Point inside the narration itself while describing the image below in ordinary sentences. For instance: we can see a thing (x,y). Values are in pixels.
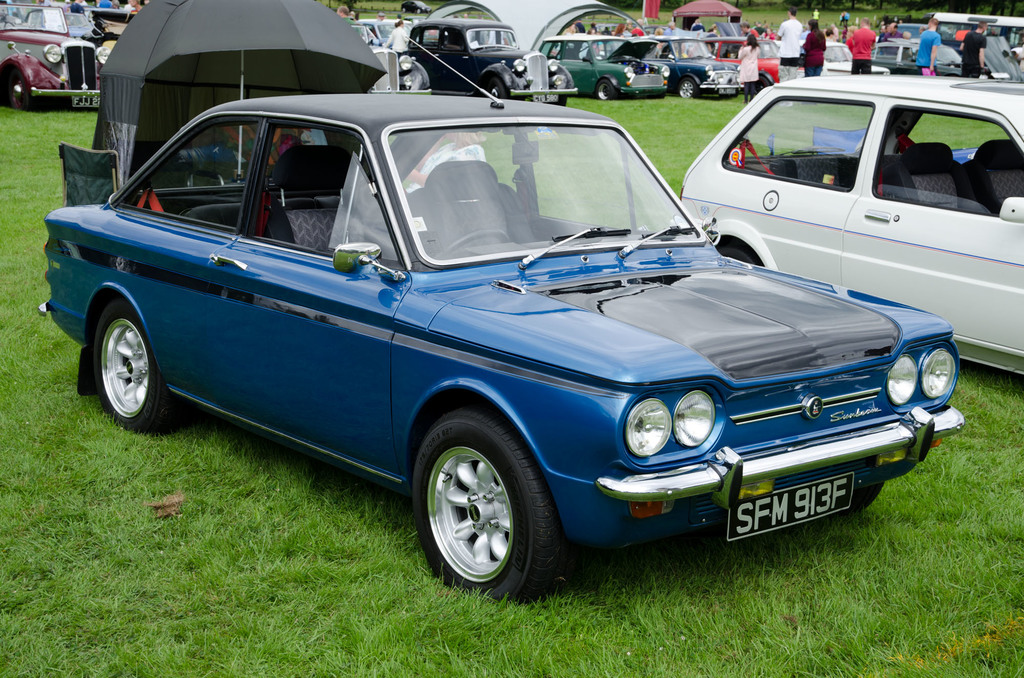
In this image we can see group of vehicles (1004,236) parked on the ground (169,504). To the left side of the image (272,77) we can see an umbrella (268,80). In the background (980,47), we can see a group of people (856,52) standing on the ground (665,137), a shed (707,9) and group of trees (1002,10).
